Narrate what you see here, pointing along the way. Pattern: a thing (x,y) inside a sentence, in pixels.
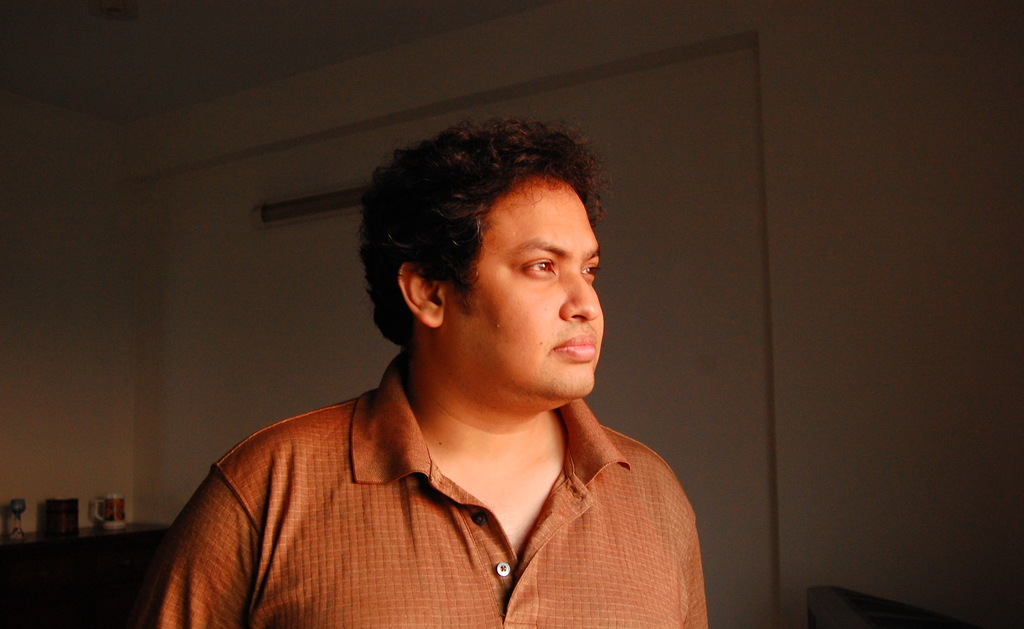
There is a man (412,355) wearing a brown shirt (416,553). On the left side (93,563) there is a table (48,548). On the table (93,536) there is a cup (109,495) and some other things (59,510). In the back (117,220) there's a wall (176,167).
